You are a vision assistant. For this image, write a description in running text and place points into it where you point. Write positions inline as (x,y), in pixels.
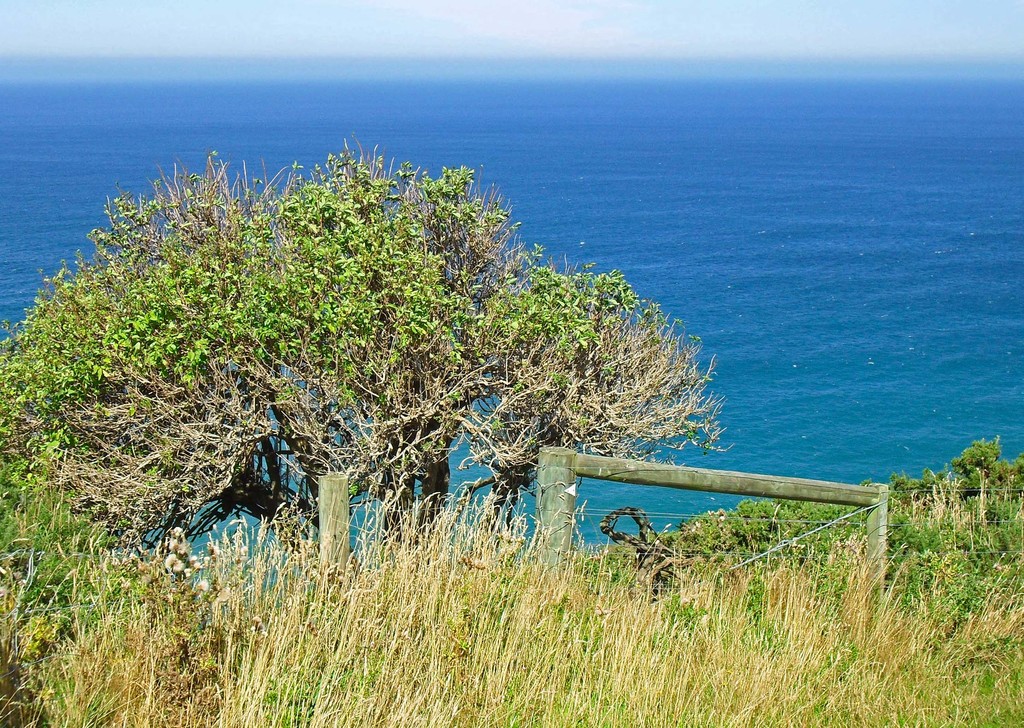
In this image I can see there is some grass (675,582), trees (318,207) and an ocean (512,122) in the background (865,105) and the sky (598,34) is clear.
